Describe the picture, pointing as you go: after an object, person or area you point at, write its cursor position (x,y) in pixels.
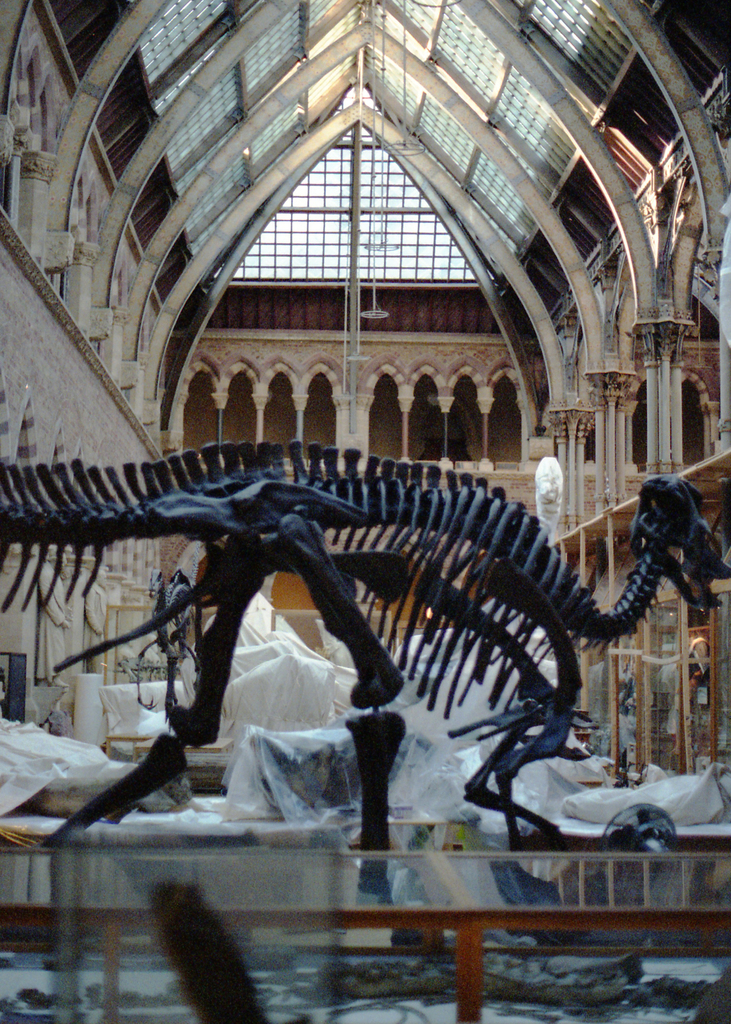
In this image we can see a museum (547,348). There is a skeleton (370,623) of an animal (493,565). There is a showcase box (367,908) in the image.
